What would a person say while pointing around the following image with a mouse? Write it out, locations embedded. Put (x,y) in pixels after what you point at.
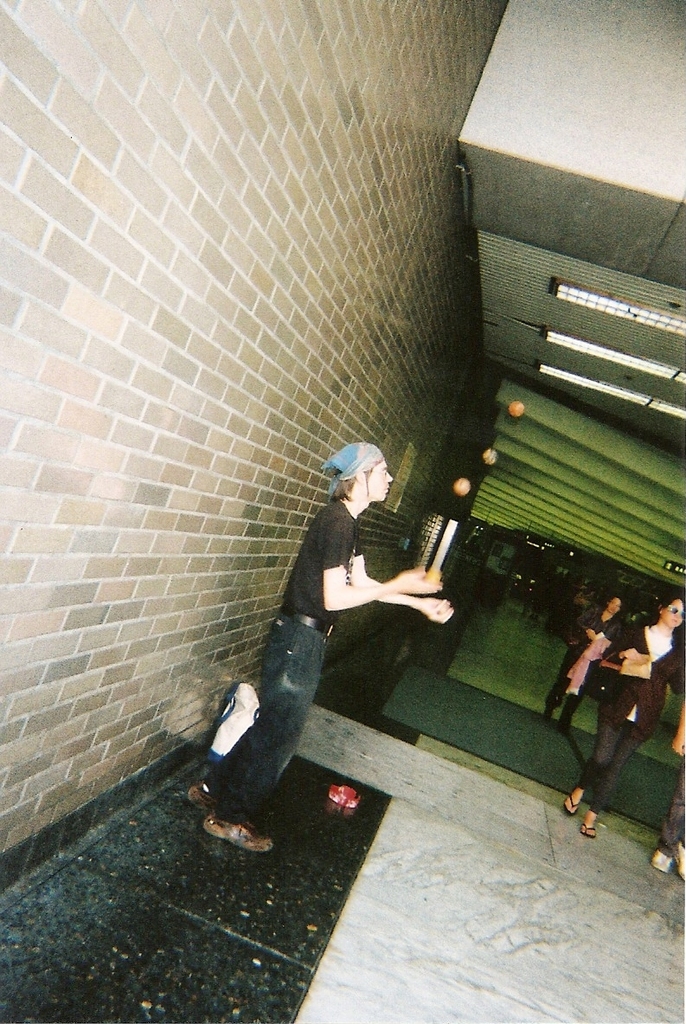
This picture shows few people (634,680) entering into the building (389,436) and we see a man (271,633) standing and playing with the balls (485,461) and he wore a cloth (365,467) to his head (346,482) and we see a woman (672,642) wore a sunglasses (675,608) on her face (673,618) and she is carrying a handbag (609,665) and we see few lights (579,379) to the roof (578,331).
